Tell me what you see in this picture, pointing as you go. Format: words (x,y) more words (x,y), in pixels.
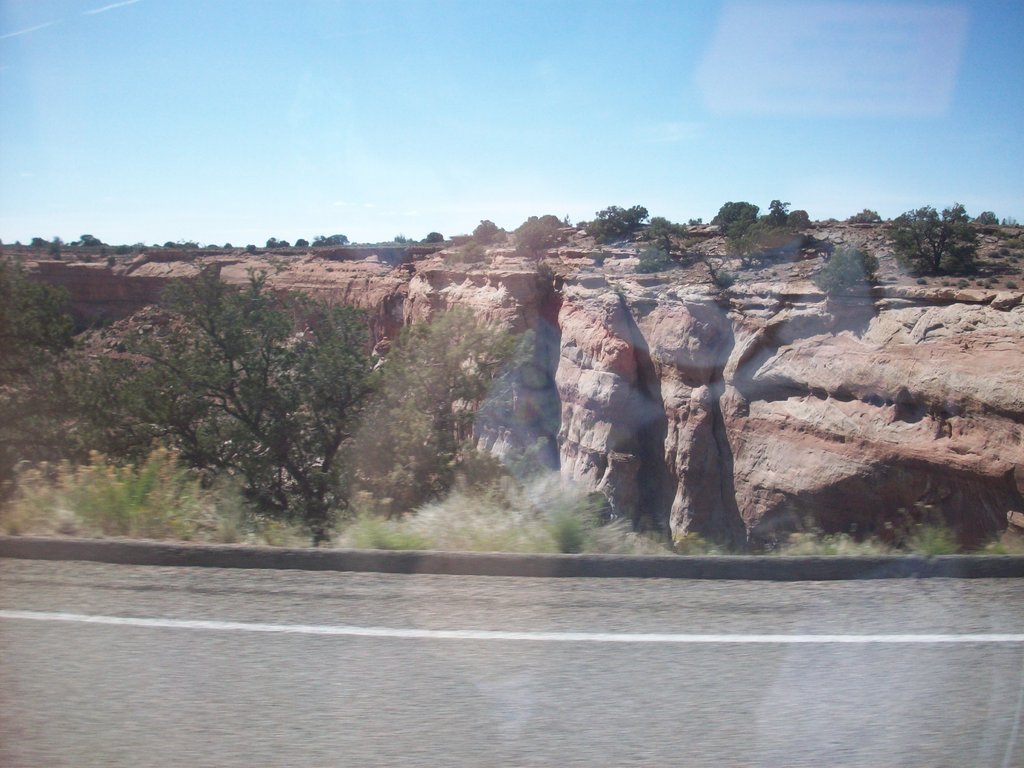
In this image there is a road (307,608). Beside there are few plants (60,533) and trees (290,508) on the land (641,545). Behind there is a hill (588,299) having few trees (861,251) on it. Top of image (572,166) there is sky (572,138).
